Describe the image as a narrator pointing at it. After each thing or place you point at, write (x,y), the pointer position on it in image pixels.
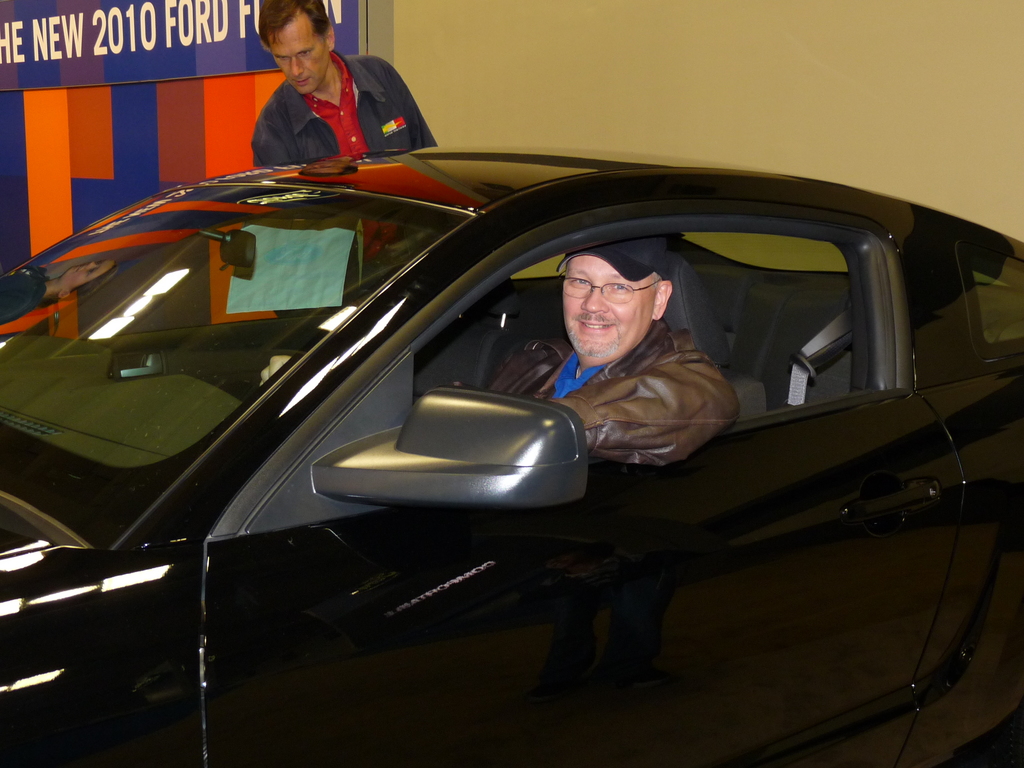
In this image there are two persons (622,356), one person (622,431) is sitting inside the car (673,497) and other person (318,91) is standing behind the car (333,188). At the back (39,168) there is a hoarding (105,75).
